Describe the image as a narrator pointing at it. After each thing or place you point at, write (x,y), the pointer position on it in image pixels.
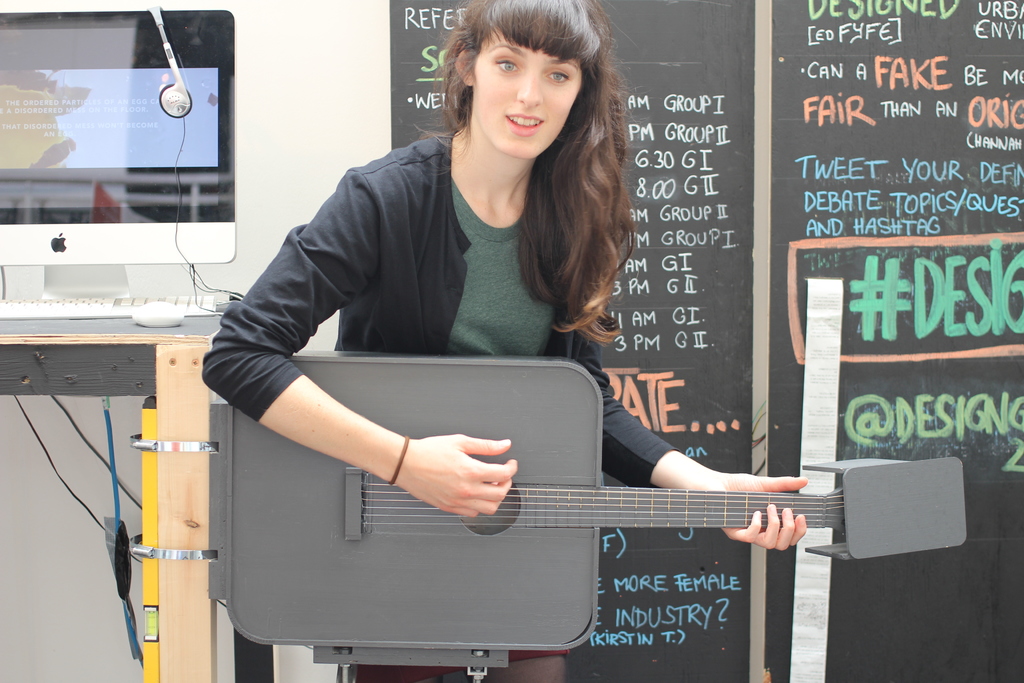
In this image we can see a computer (138,225) on the table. There is a headphone (173,111) placed on the monitor (133,252). A lady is playing a musical instrument (558,362). There is a blackboard (814,258) on which some text (931,267) written on it. There are few cables (117,503) in the image.
